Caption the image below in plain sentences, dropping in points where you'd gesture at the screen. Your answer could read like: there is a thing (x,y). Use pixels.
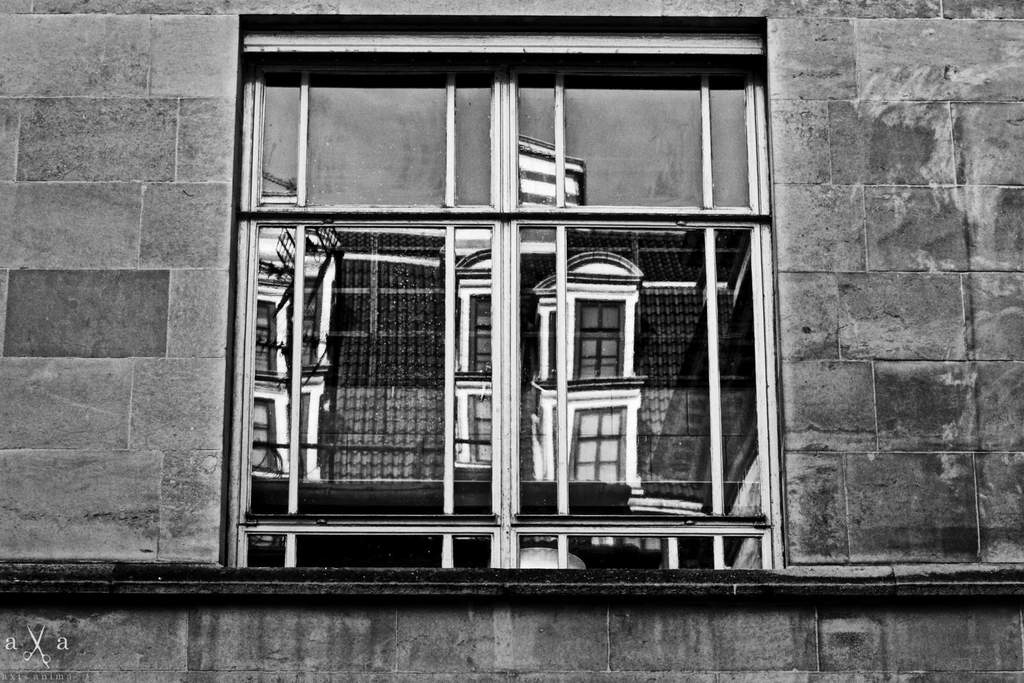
In this picture we can observe a window (377,305) of a building (88,162). On the left side (45,641) there is a watermark (9,639). We can observe wall (143,367). This is a black and white image.
